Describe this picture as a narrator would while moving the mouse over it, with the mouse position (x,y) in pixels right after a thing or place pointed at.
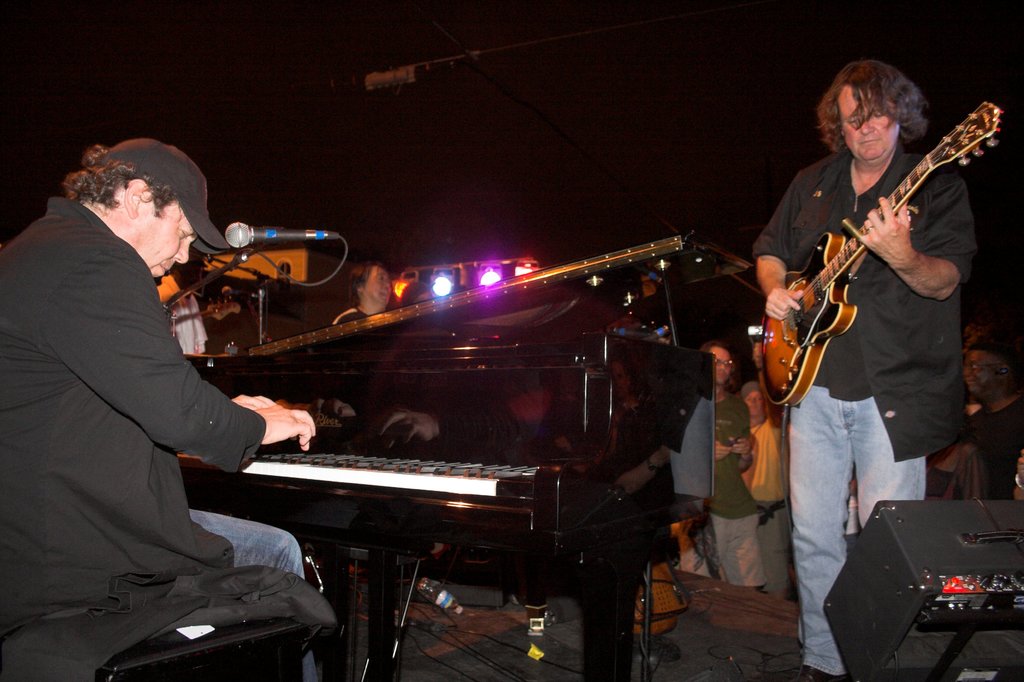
In this image. On the right (899,331) there is a man (871,397) he wear shirt (889,376) and trouser (863,407) he is playing guitar (803,285). On the left (165,451) there is a man (111,362) he is playing piano (374,469). In the background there are some people (748,450) and lights (519,268).
